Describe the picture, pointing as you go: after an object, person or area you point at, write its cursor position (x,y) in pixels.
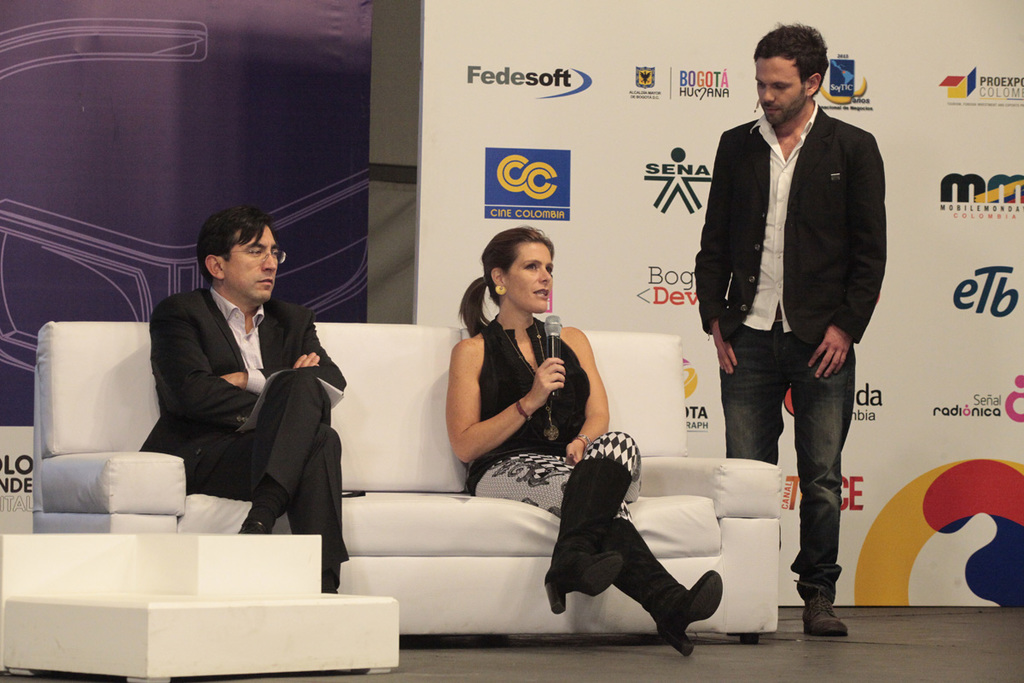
In this picture we can see two persons (263,271) are sitting on the sofa (440,554). He has spectacles (279,262) and she is holding a mike (552,334) with her hand (537,400). Here we can see a man (730,328) who is standing on the floor (951,664). On the background (651,225) there is a hoarding (522,157).
